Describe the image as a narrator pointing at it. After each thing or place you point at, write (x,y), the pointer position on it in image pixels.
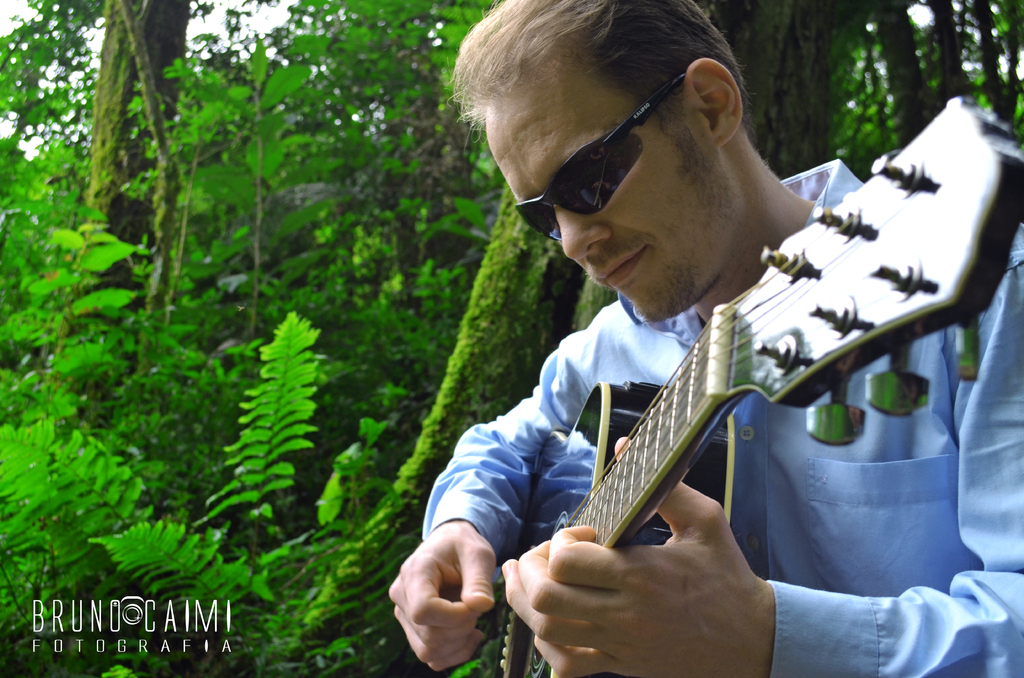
The person (782,421) wearing blue shirt (777,456) is playing guitar (665,431) and there are trees (351,299) beside him.
